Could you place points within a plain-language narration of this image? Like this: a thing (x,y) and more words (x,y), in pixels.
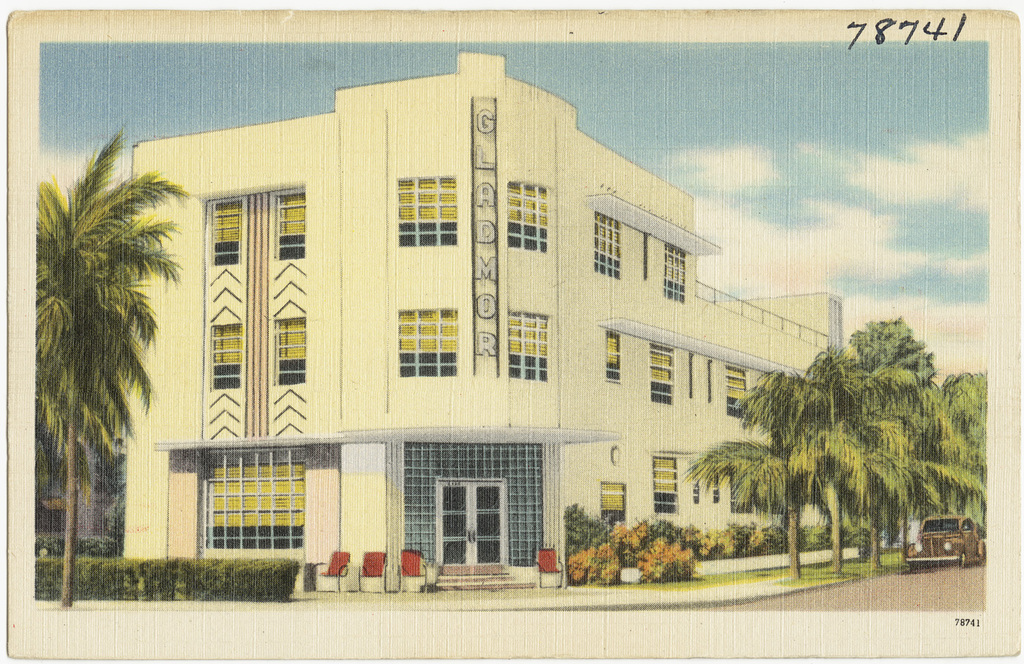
This is a paper (500,263). In the center of the image (637,359) we can see building (552,365), door (502,493), windows (441,451), chairs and some bushes (572,508). On the left (114,277) and right side of the image (860,434) we can see some trees (910,431). On the right side of the image (939,535) a car (961,535) is there. At the bottom of the image (715,591) there is a ground (732,584). At the top of the image (743,163) we can see some text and clouds (721,166) are present in the sky (734,104).
